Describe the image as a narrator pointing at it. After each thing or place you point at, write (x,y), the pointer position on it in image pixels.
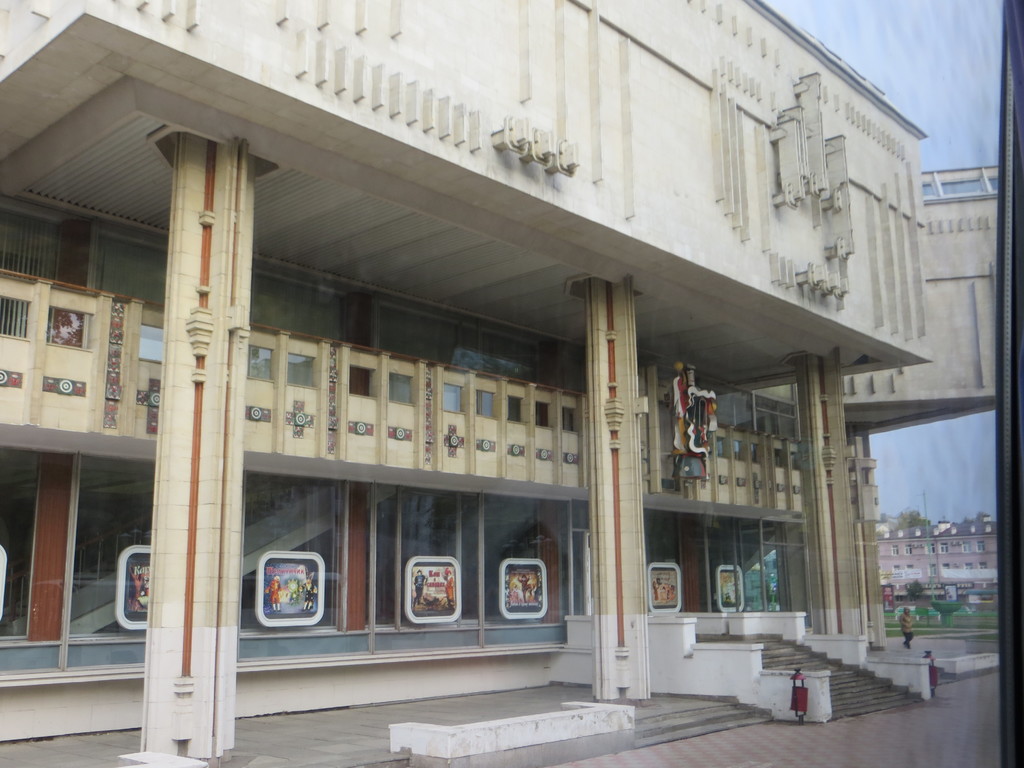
In this picture we can see a building (335,471) with glass windows (439,549) on the right side of the building (685,650) there is a person (906,613) walking on the path (896,637). Behind the person (911,632) there are buildings (964,558) and a sky (950,469).
